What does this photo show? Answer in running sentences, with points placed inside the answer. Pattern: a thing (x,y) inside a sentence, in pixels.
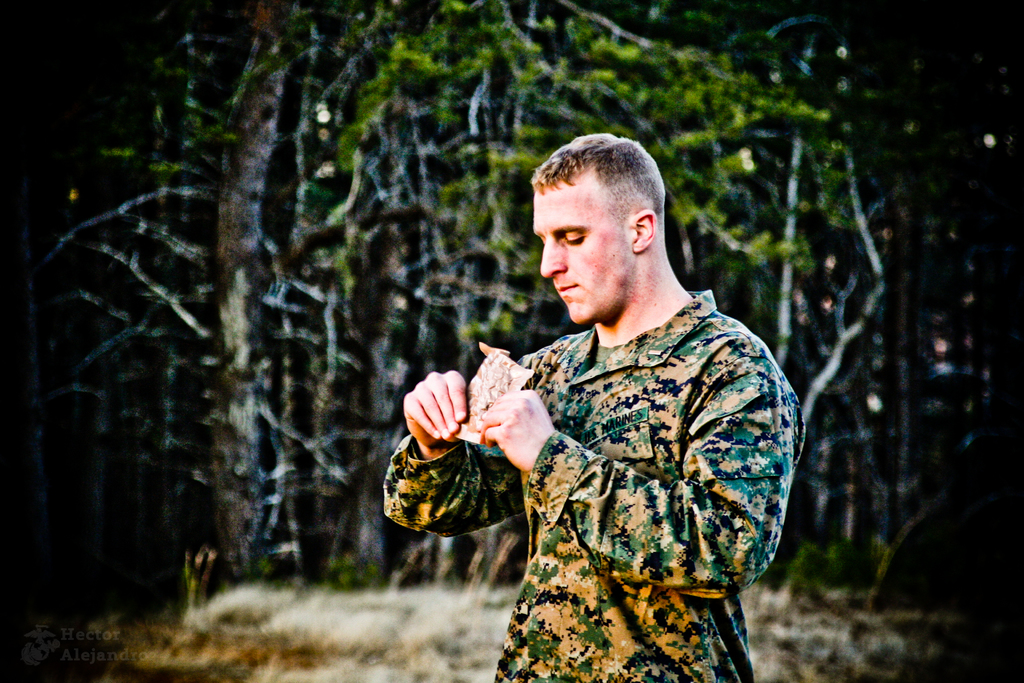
In the image, there is a man (523,473) holding some object (469,418) with his both hands (438,421) and there are many trees (300,197) behind the man (605,393).
